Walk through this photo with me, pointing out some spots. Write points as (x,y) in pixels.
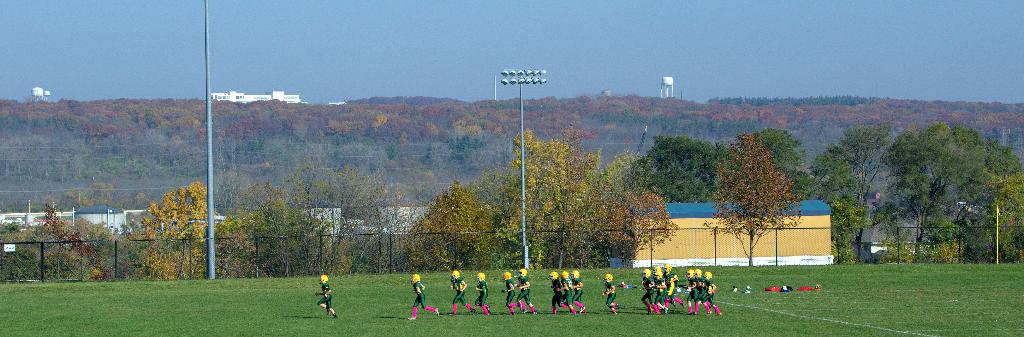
In this image I can see at the bottom (652,277) a group of people (707,277) are running in the ground (492,282), they wore green color dresses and yellow color helmets (504,273). There is an iron net (540,238) and there are trees (466,228) in this image. On the right side (803,237) it looks like a shed (773,235) in yellow color, at the top (418,47) it is the sky (487,48).
